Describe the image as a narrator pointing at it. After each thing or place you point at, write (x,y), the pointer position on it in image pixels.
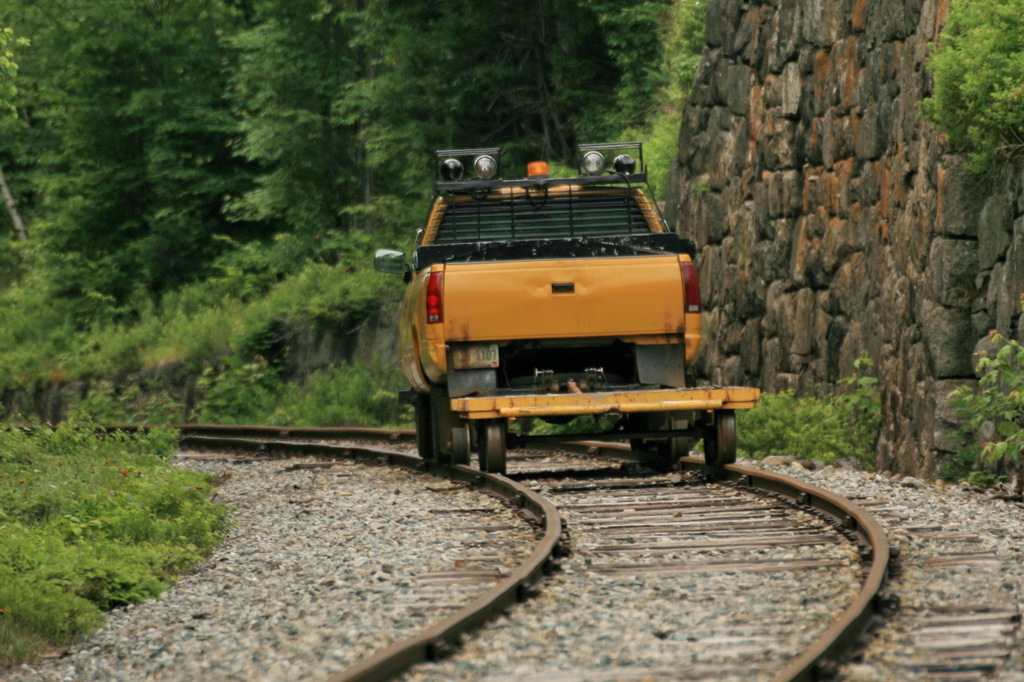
In this image we can see a vehicle (491,344) on a track (520,445). On the right side (703,445) there is a wall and plants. We can see a group of trees (420,130) behind the vehicle (595,154). On the left side (140,335), we can see grass (86,531) and plants (46,498). At the bottom (187,655) we can see the track (521,516) and stones (433,524).
